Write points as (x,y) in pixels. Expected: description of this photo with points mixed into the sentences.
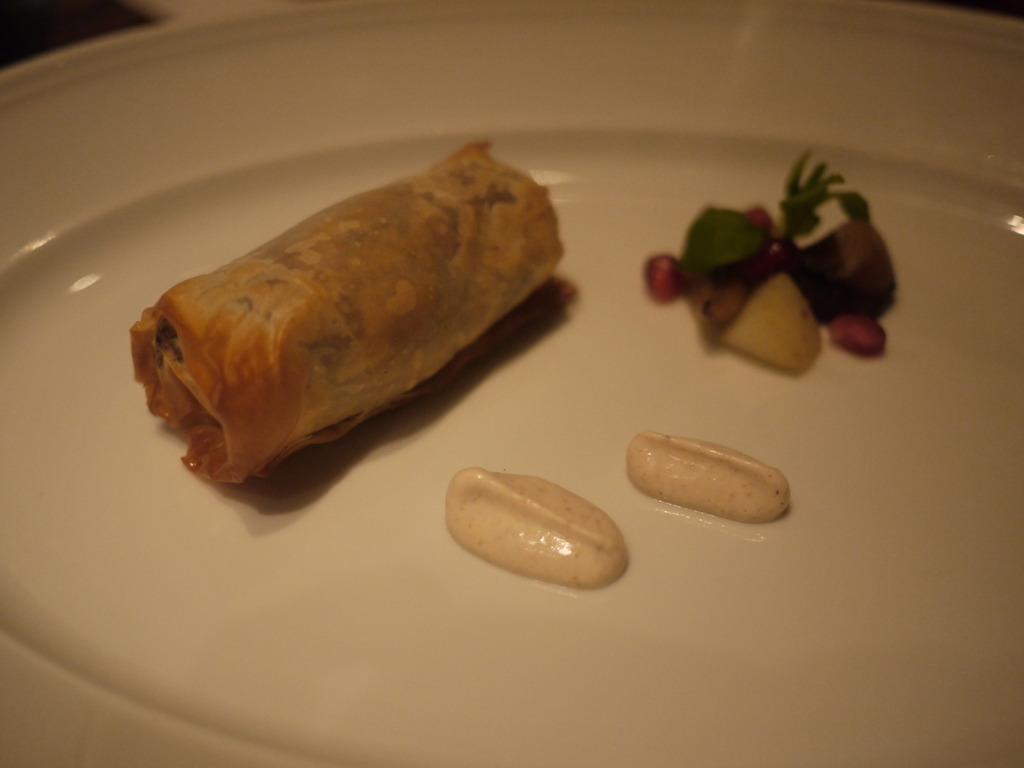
In this image I can see food items (454,514) on a white plate (412,671).
